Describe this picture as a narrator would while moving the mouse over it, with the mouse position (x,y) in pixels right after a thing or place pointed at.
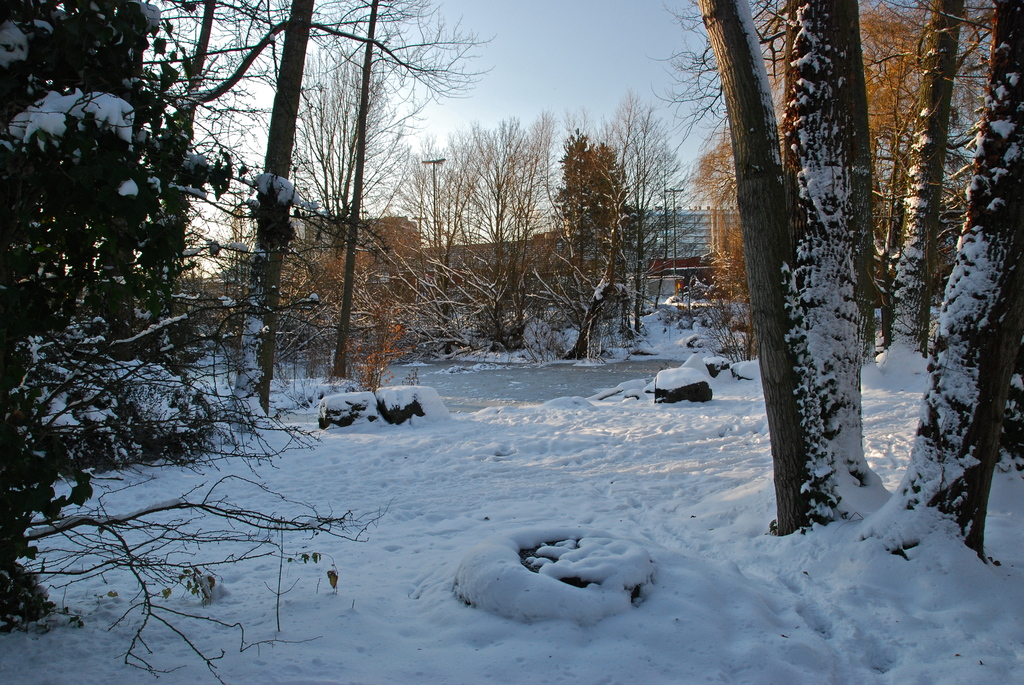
In this image there is snow (471,528) at the bottom (472,526). There are trees (850,262) on either side of the image. In the background (695,226) there is a building (678,235) at the last. The trees (218,192) are covered with the snow (131,189).
